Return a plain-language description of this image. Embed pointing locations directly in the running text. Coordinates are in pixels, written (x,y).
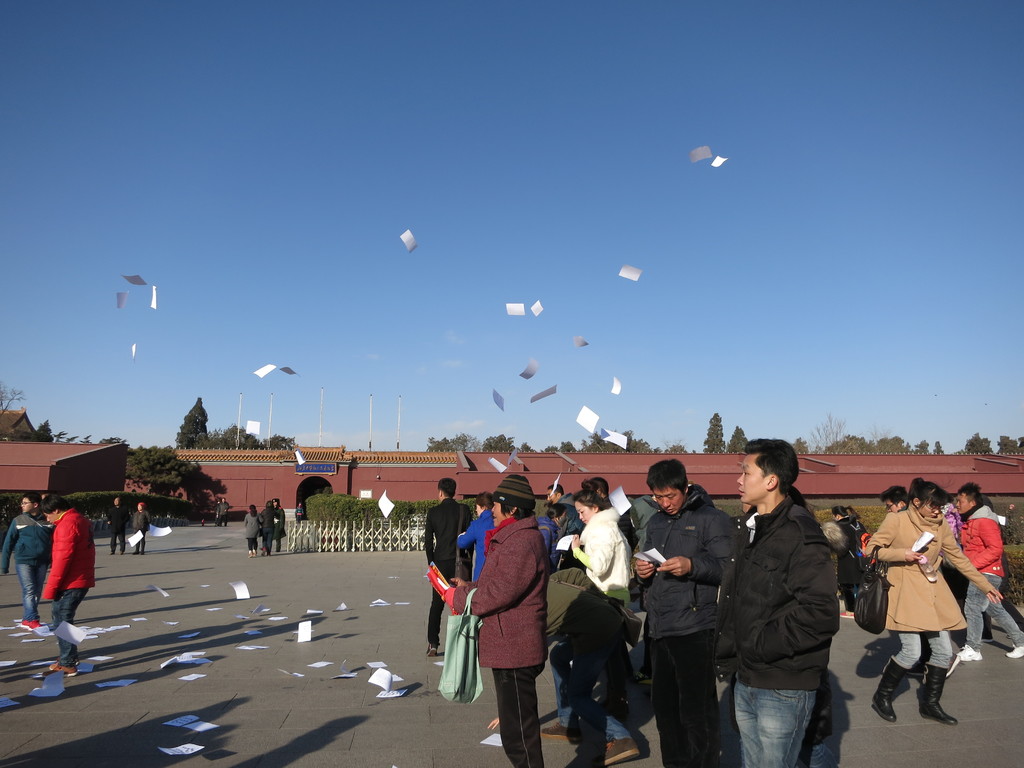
In this picture I can see few people (660,547) standing and few are walking and I can see few papers (514,458) in the air (426,375) and few papers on the ground (301,668) and I can see few of them holding papers (644,555) in their hands (651,567) and I can see trees (159,470), buildings (106,465) and few poles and a blue sky (573,250).
